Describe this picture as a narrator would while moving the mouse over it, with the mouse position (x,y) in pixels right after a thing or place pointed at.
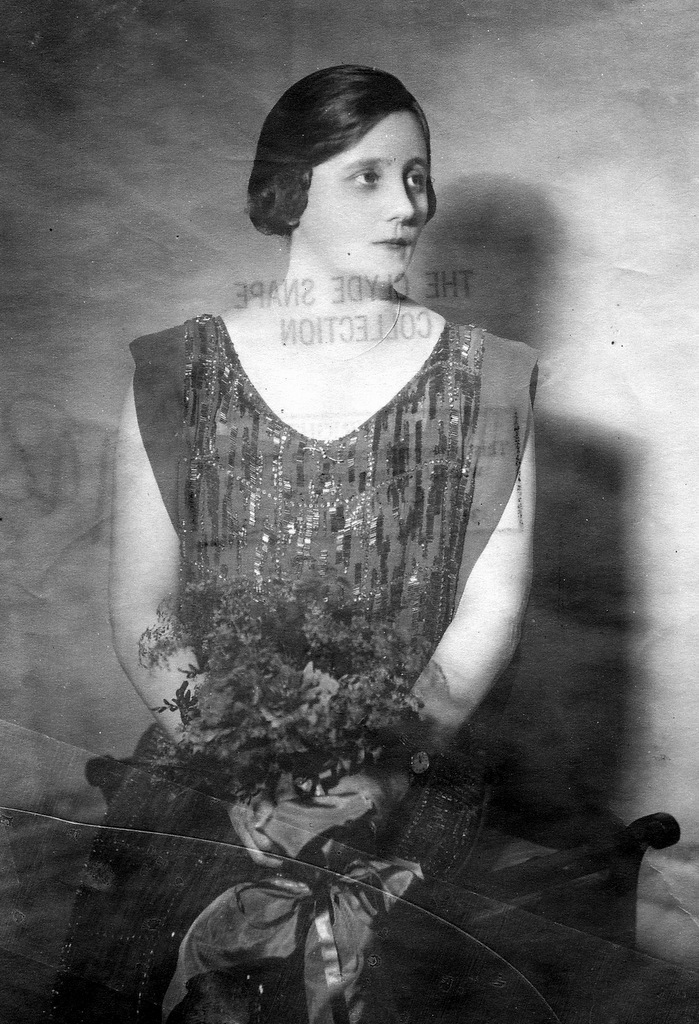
This is a black and white image. In the center of the image (379,594) we can see a lady (295,1021) is sitting on a seat (574,851) and holding a bouquet (345,671). In the background of the image (23,633) we can see the wall (48,616). In the middle of the image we can see the text (360,322).
